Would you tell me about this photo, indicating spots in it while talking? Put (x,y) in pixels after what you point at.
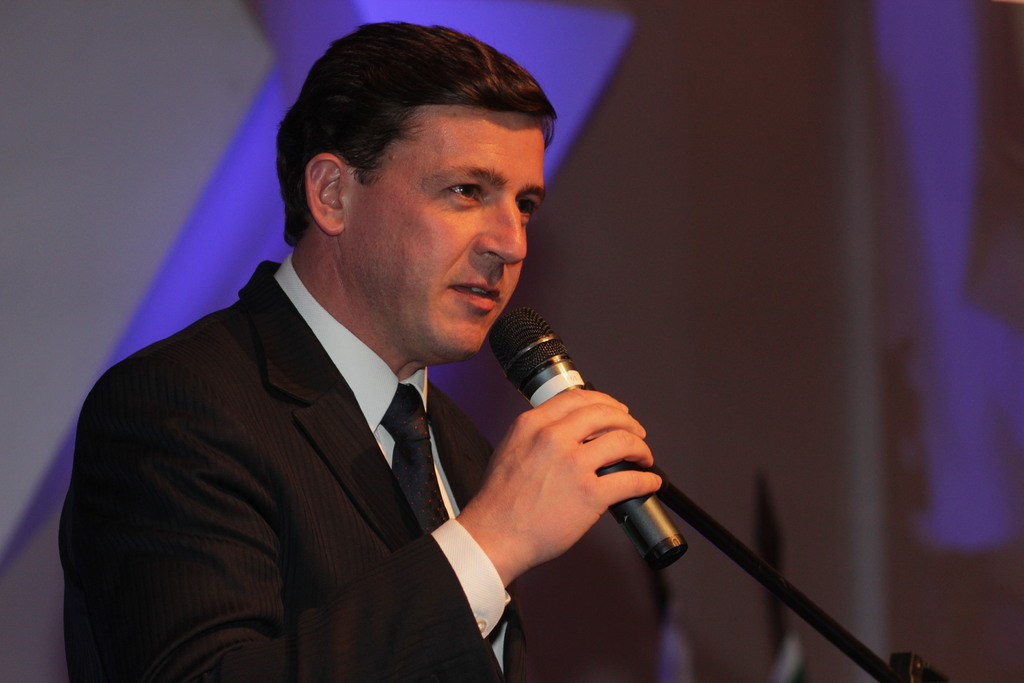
In this picture there is a man (316,414) wearing a black suit (309,452) is holding a mic (547,384) in his hand (552,467).
